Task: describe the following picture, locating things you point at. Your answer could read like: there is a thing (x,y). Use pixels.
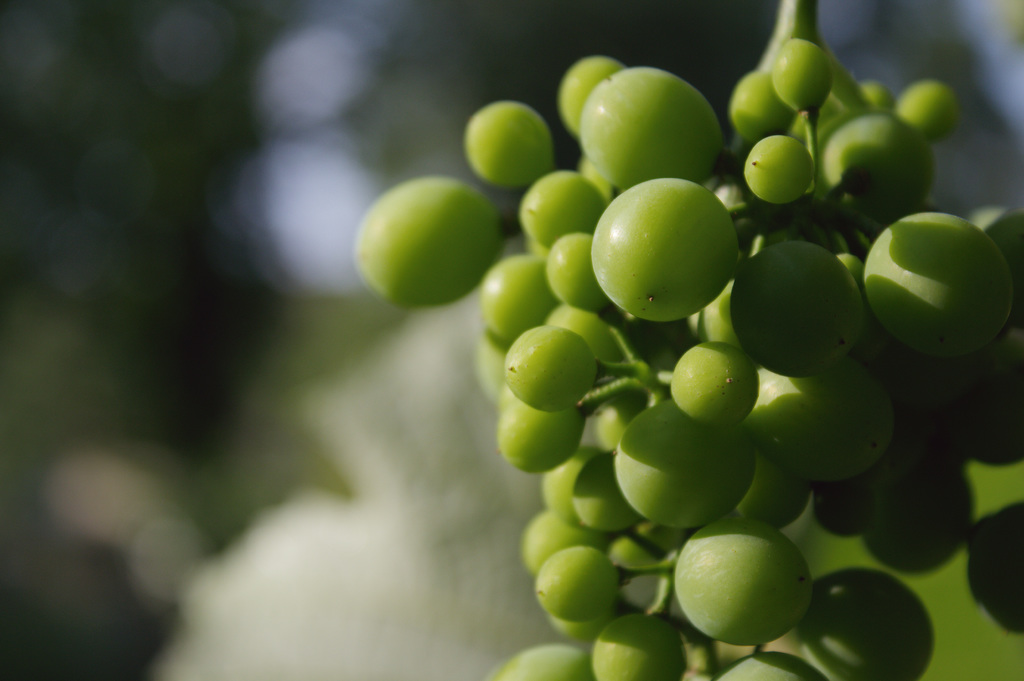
In this image, we can see some green color fruits (369,245) and there is a blur background (376,9).
